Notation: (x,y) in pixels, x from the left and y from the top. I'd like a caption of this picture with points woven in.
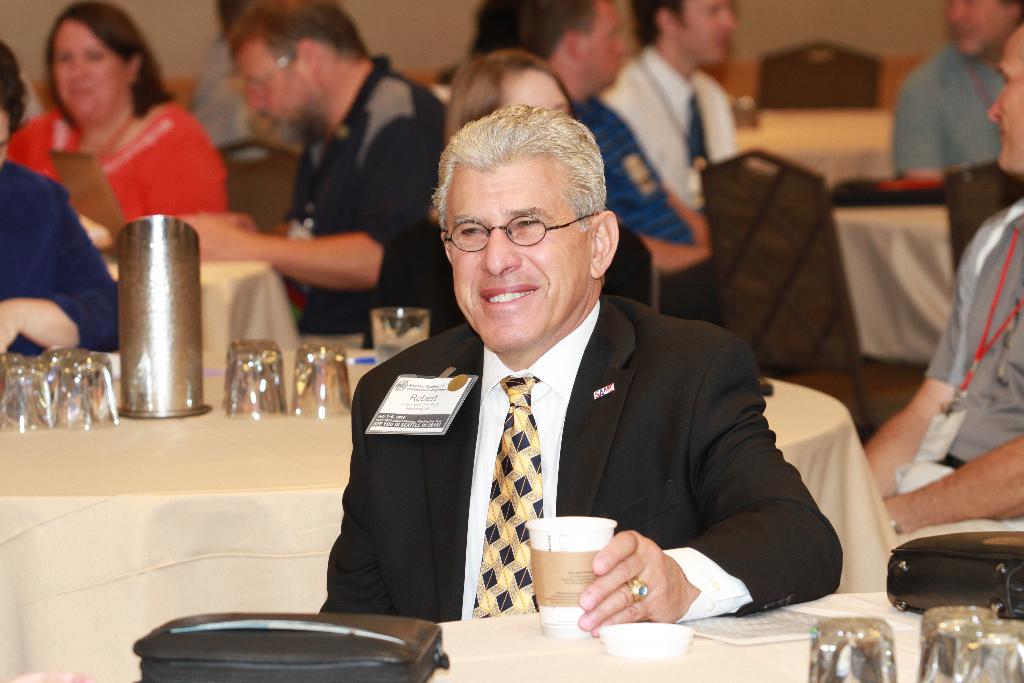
There is a group of people (520,279). They are sitting on a chairs (733,295). In the middle of the person (540,164) is wearing a spectacle (528,231), ring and id card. He is holding a cup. There is a table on the right side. There is a glass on a table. There is an another table (111,432) on the left side (324,430). There is a glass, jar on a table (101,451). We can see in the background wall (168,63).
